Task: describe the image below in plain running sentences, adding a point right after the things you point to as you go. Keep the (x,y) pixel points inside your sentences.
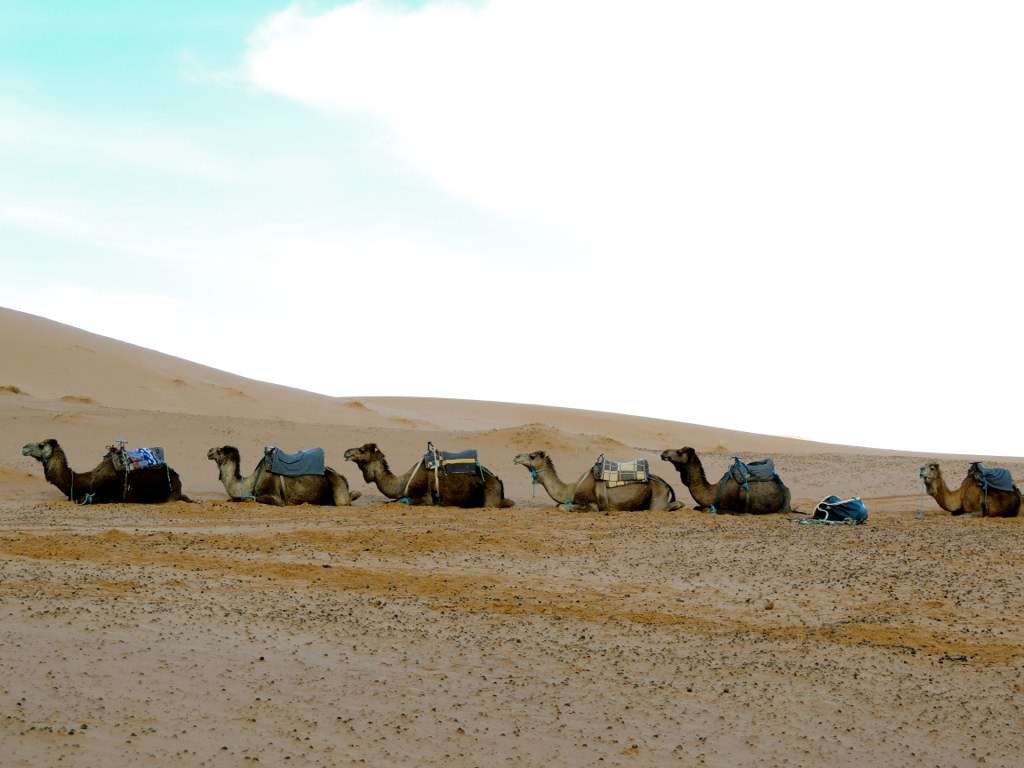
In the background (843,140) we can see the sky (619,154). This picture is mainly highlighted with the camels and we can see an object (839,521).
